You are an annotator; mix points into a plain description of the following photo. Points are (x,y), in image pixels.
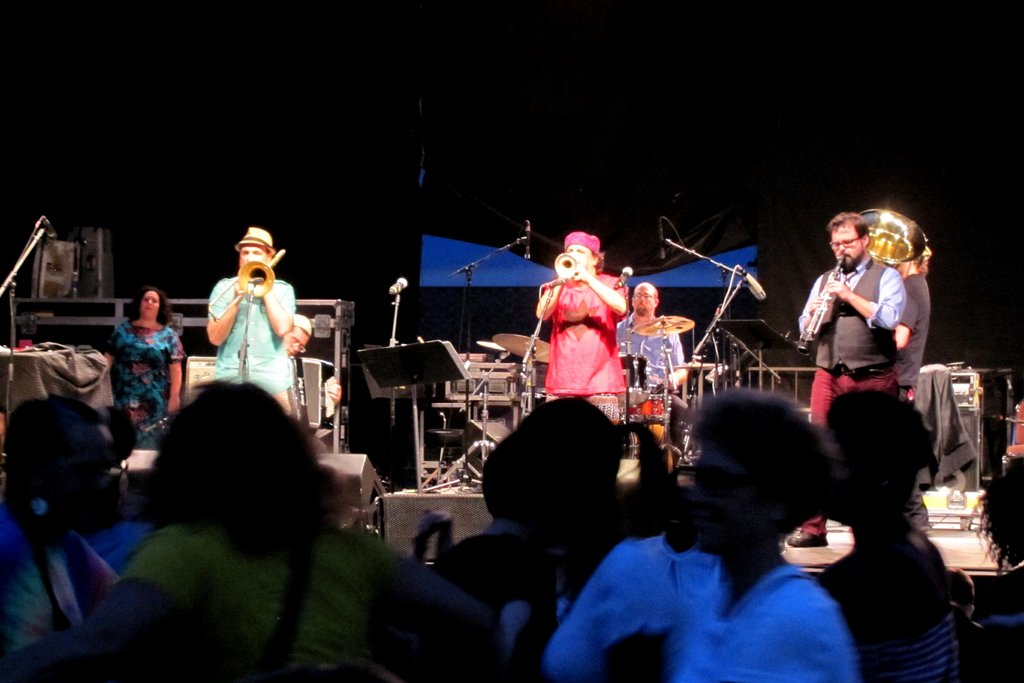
These three persons (573,309) are playing musical instruments (569,270) in-front of mic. Far these are musical instruments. These are audience (342,619).
